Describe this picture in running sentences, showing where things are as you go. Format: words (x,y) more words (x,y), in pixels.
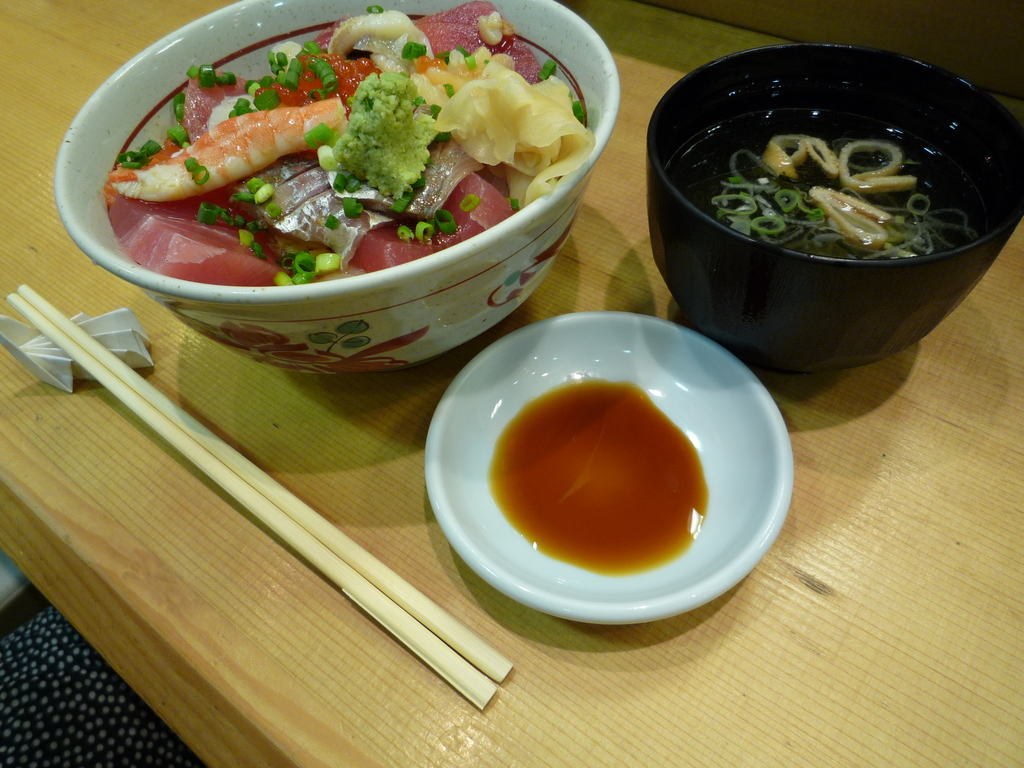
In this picture basic table (630,763) with a bowl of food (375,218) and chopsticks (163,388).
